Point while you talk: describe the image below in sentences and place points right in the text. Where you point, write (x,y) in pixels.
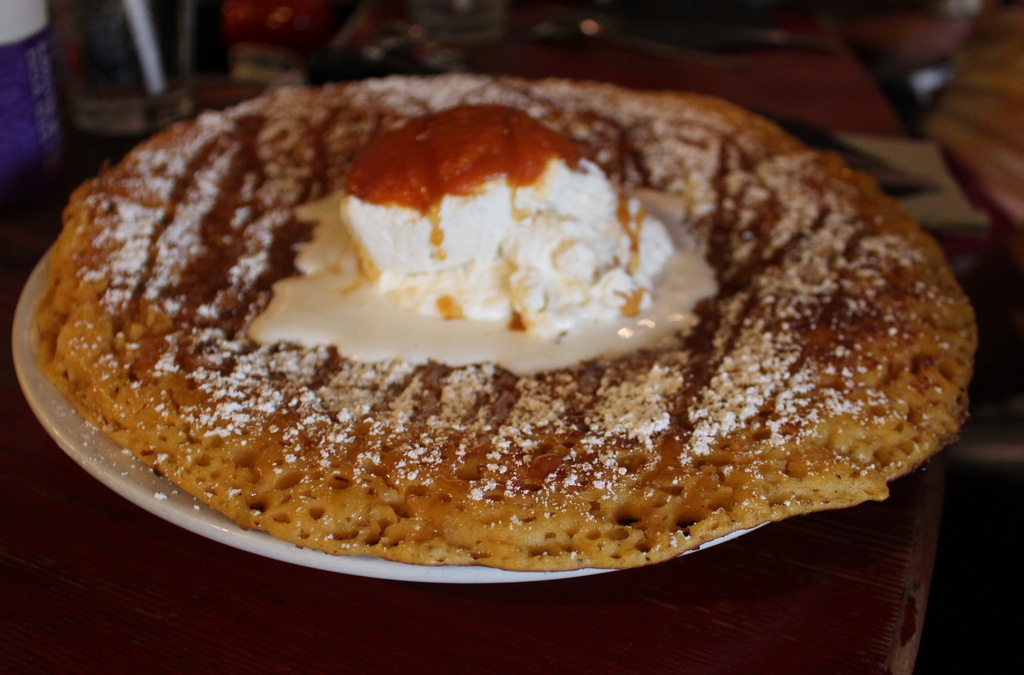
In this image in front (461,521) there is a food item (393,357) in a plate (420,572) which was placed on the table (737,599). We can also see some other objects (255,68) on the table (826,62).
